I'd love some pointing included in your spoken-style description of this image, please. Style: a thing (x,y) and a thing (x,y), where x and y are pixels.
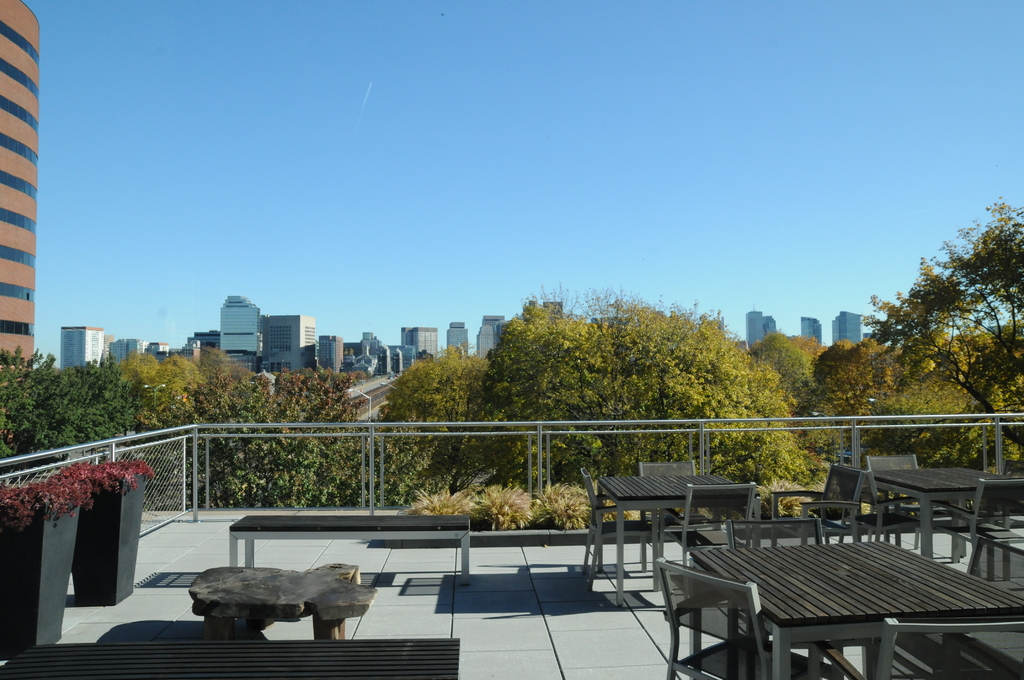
It seems to be the image is taken on a rooftop terrace (393,550). In the image there are table (825,560) and chairs (700,486), on left side (66,527) we can see a plant (44,492) and flower pot (45,572), buildings (235,337) and trees (122,386) from right side (937,390) to left side (35,414) and sky (430,309) is on top (488,163).
